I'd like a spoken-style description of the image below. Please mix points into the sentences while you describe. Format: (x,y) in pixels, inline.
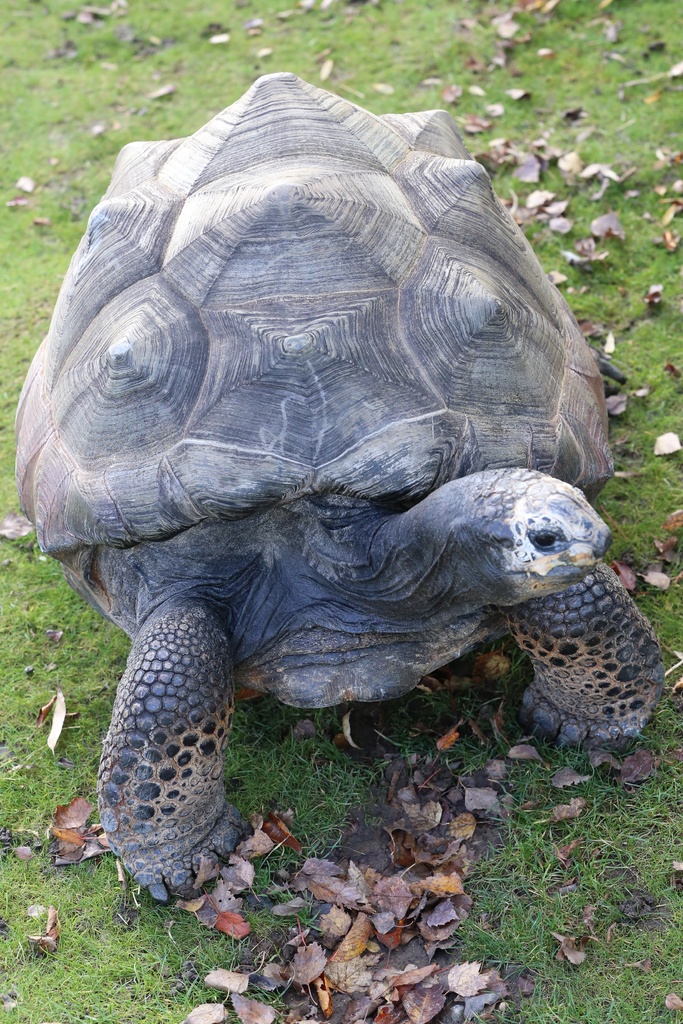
This image is taken outdoors. At the bottom of the image (270,939) there is a ground (641,912) with grass (147,899) on it and there are a few dry leaves (400,917) on the ground (506,112). In the middle of the image (335,642) there is a tortoise (228,225) on the ground (306,778).
